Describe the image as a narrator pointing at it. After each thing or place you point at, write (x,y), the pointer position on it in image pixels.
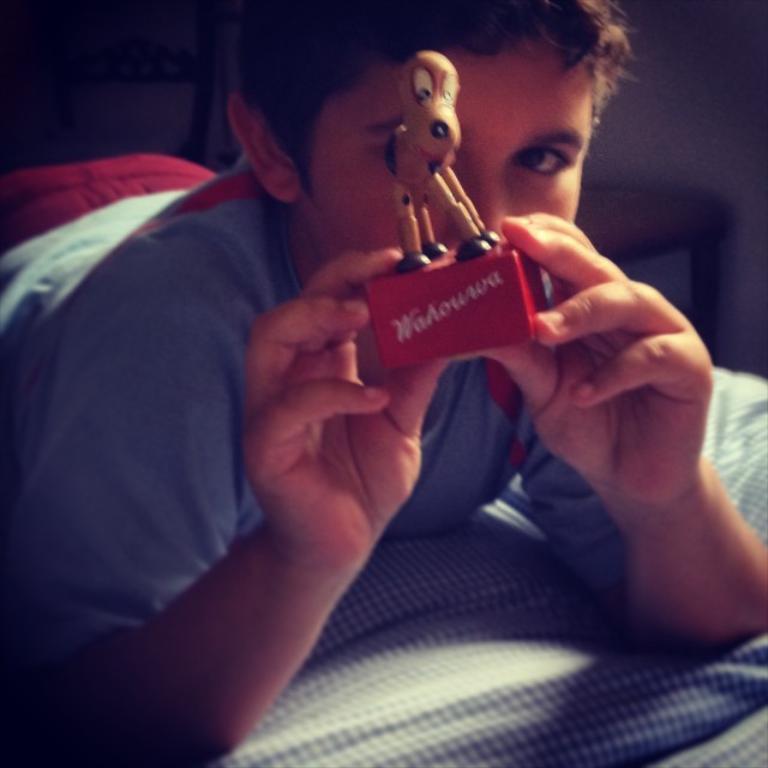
In this image, we can see a boy (333,233) lying on the bed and holding a toy (400,364). In the background (617,182), there is a wall (708,135) and we can see a table (704,229).
